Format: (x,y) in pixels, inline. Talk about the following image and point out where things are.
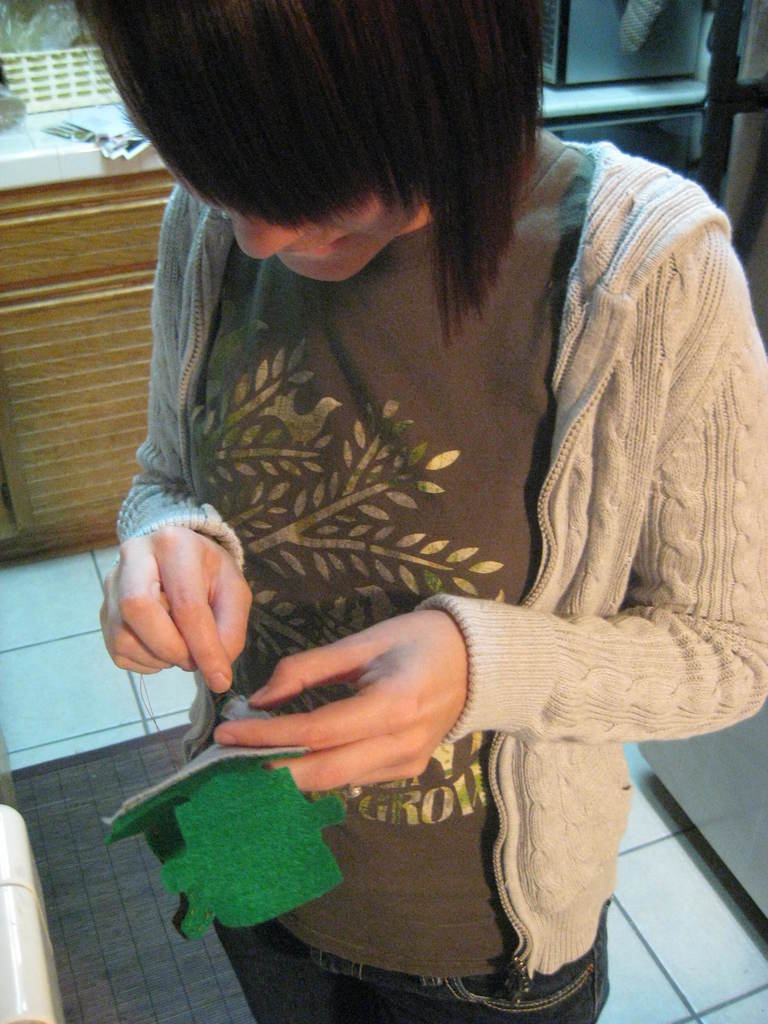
In this picture I can see a woman (272,632) holding a cloth (253,874) in her hand (360,651) and I can see a door mat (115,799) on the floor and I can see papers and a basket (36,103) on the counter top (40,116).
